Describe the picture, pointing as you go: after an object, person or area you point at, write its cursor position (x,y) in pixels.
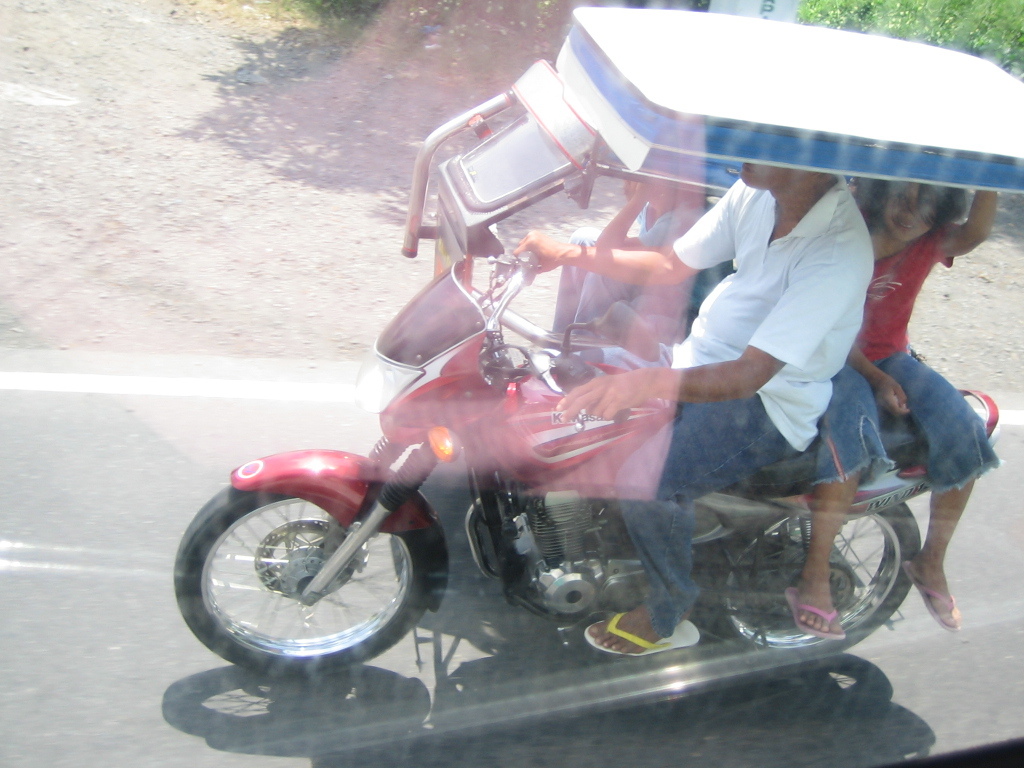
In this image I can see few people (750,383) are on their bike (527,502). In the background (885,29) I can see a tree (929,11).
